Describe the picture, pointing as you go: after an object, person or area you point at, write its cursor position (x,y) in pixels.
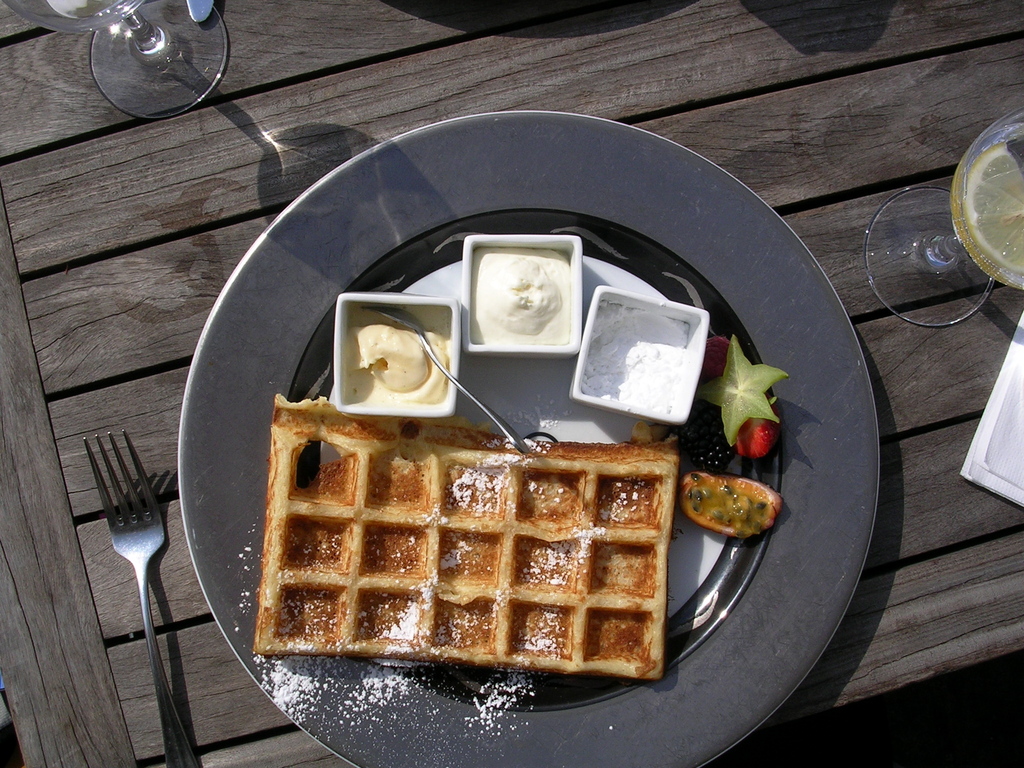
In the picture we can see a wooden table (944,75) on it, we can see a gray color plate (214,388) on it, we can see a some food item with some bowls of cream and spoon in it and beside the plate (738,727) we can see a fork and a glass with a lemon slice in it and beside it we can see a tissue (1006,388).
